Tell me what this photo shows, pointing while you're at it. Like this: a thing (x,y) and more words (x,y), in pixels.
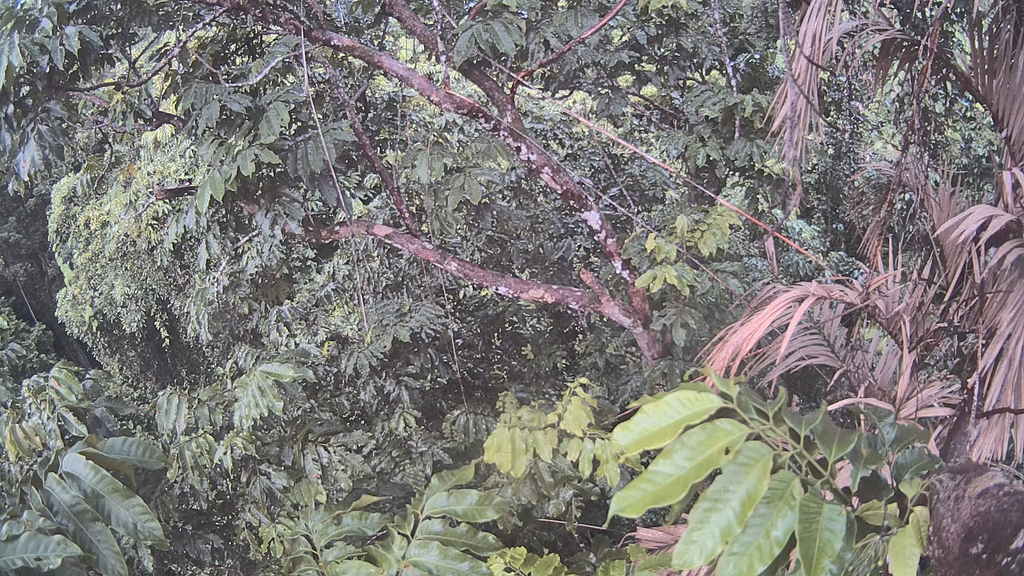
In this picture I can see few trees (441,257) in the middle (509,238).
